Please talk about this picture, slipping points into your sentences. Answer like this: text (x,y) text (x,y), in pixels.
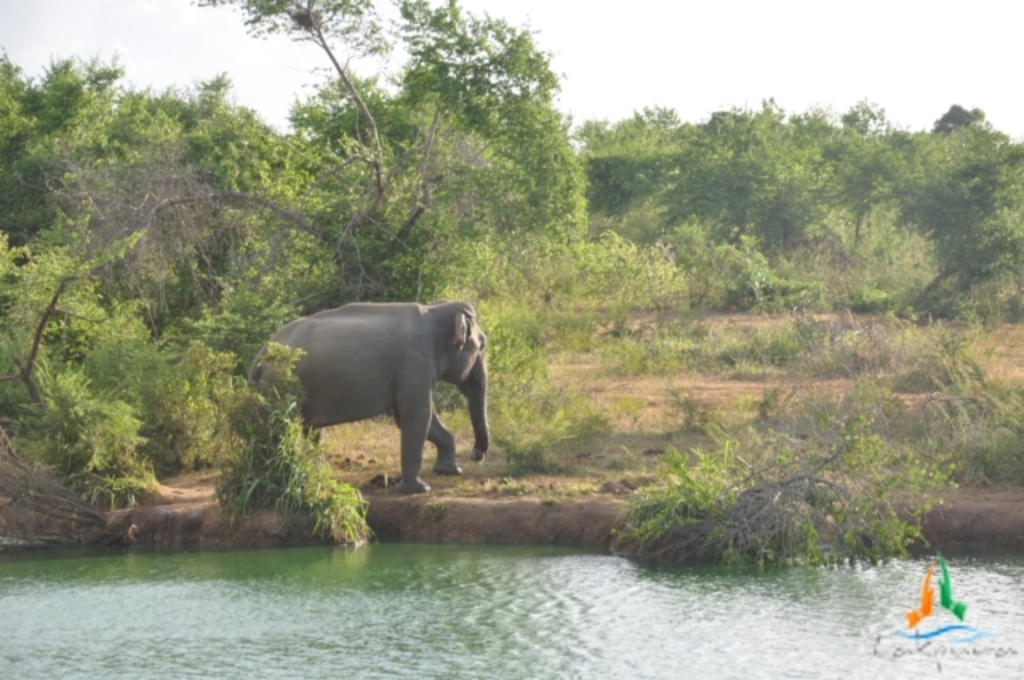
In this picture I can see water (447,581), plants (574,416), there is an elephant (301,339) standing, there are trees (581,181), and in the background (761,94) there is sky (807,96) and there is a watermark (978,649) on the image.
